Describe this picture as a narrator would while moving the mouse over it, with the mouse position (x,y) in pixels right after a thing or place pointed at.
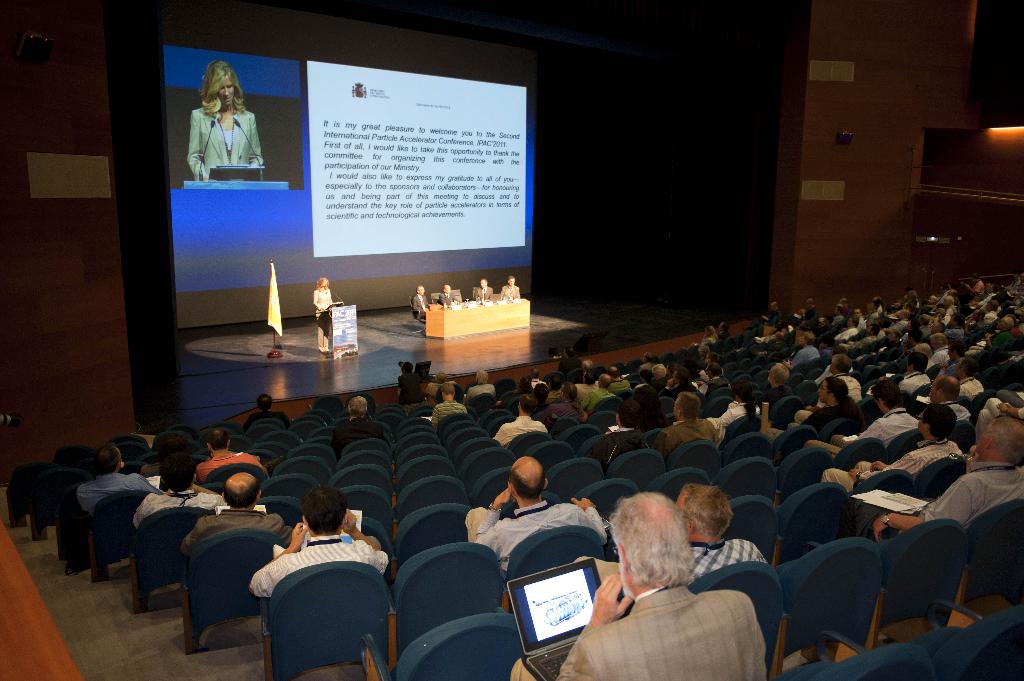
In this image there are group of people (695,452). On the stage (405,349) there are four people (442,290) sitting behind the table (463,328) and there is a woman (317,304) standing at the podium (345,311) and there is a flag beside the woman (330,311). At the back (359,204) there is a screen (346,75). This is the picture inside the auditorium (627,235).
